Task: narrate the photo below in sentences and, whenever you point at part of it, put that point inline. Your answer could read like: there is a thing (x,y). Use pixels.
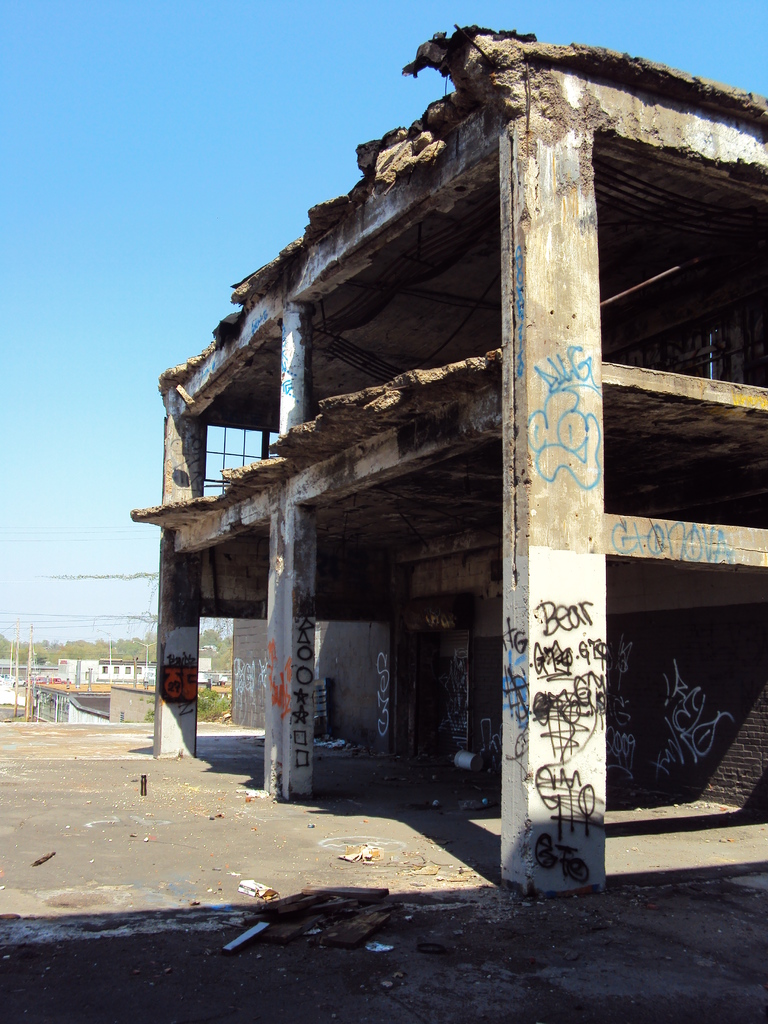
In this image there are pillars (600,517) and slab (330,425) of a building (538,560) on the right side of the image (620,668), there are few objects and dust particles (187,865) on the surface (165,856). In the background (46,701) there are buildings (139,665), trees (40,648), poles (11,661) and the sky (87,544).
